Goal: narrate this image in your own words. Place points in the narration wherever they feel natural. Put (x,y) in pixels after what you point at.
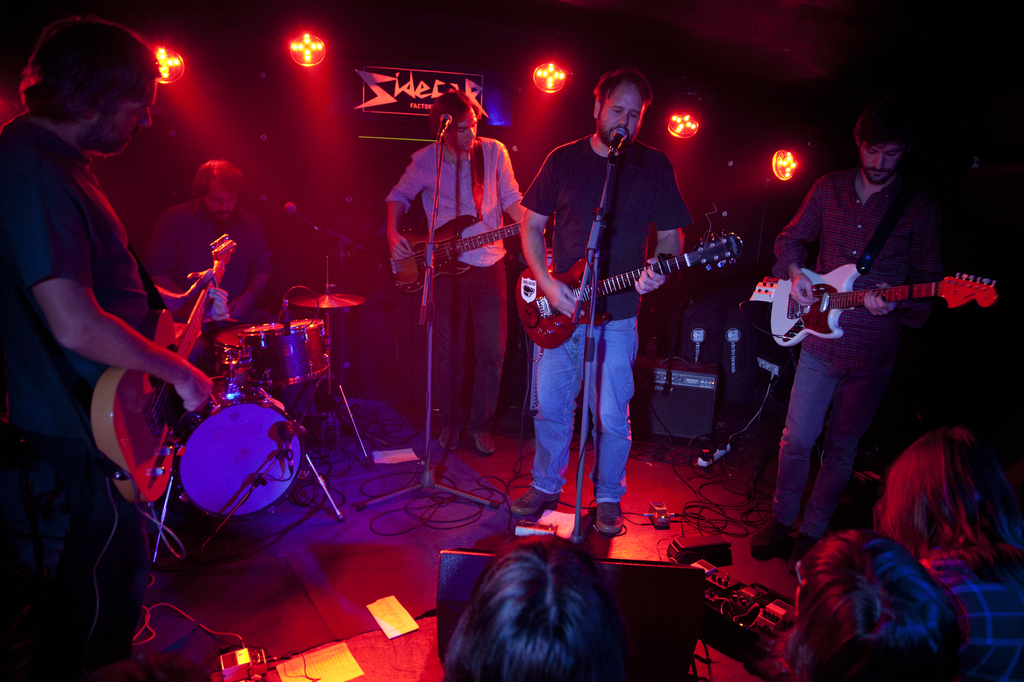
In this image in the middle (614,245) there is a man (599,143), he wears a t shirt (607,242), trouser (599,448), shoes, he is playing a guitar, in front of him there is a mic (593,246). On the right (866,210) there is a man (871,348), he wears a shirt (851,222), trouser (809,438), shoes (789,553), he is playing a guitar (814,308). On the left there is a man (458,194), he wears a shirt (461,213), trouser (467,316), shoes (478,444), he is playing a guitar (454,248), in front of him there is a mic (442,137). On the left (94,294) there is a man (87,246), he wears a t shirt (53,262), trouser (87,595), shoes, he is playing a guitar (103,425). At the bottom (166,479) there are some people (504,656), musical instruments (261,418), cables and papers (408,620). At the top (400,83) there are lights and poster (380,84).
